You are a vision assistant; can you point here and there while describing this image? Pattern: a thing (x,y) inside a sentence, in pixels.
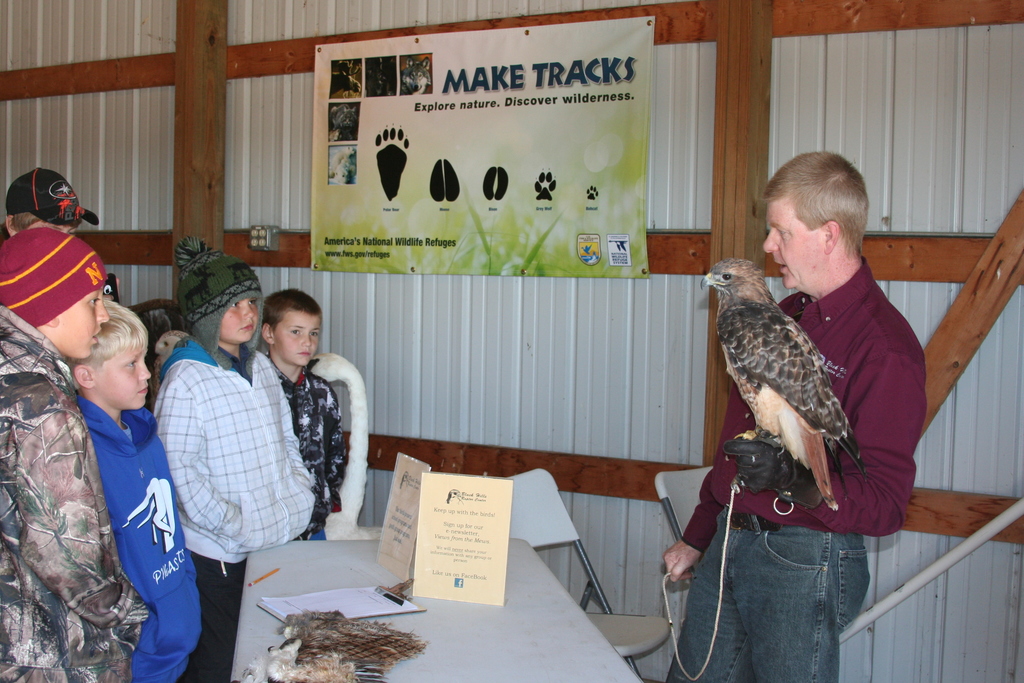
Here we can see few people (777,605), table (425,673), writing pad (392,593), papers (462,583), chairs (511,514), and an object (320,662). In the background (348,351) we can see wall (576,392) and a banner (595,203).
